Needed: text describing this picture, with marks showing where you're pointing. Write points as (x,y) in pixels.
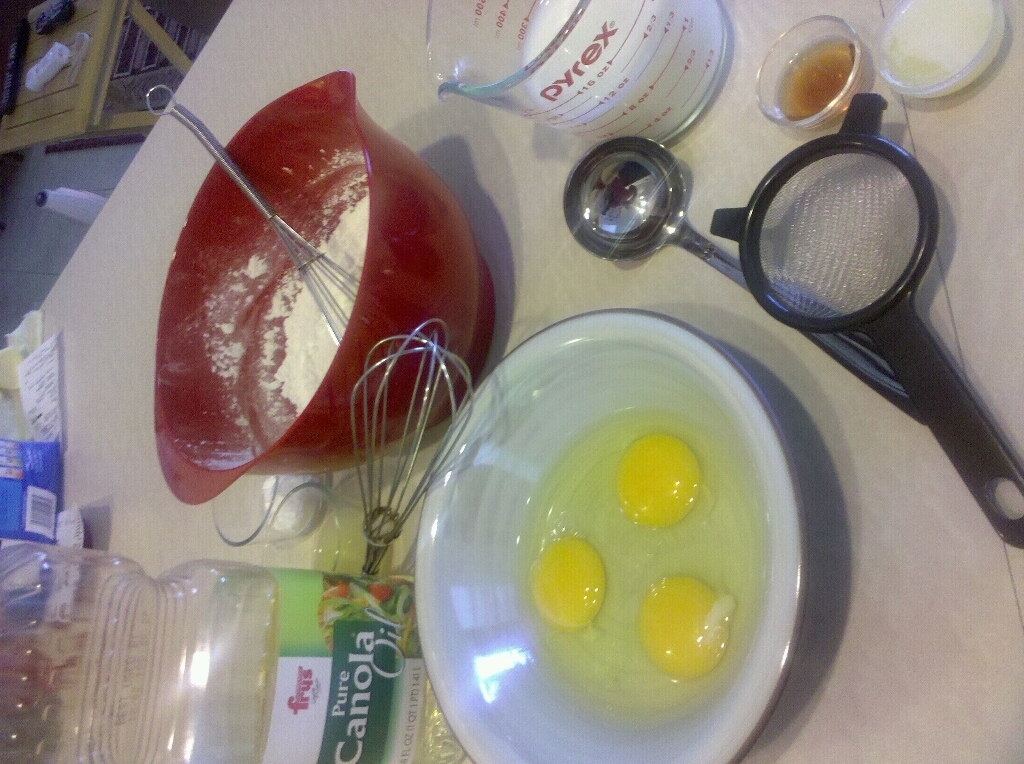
In this image there is a table (885,464) and we can see bowls (404,298), whisks (407,439), jug (624,129), ladle (659,221), sieve (799,286), bottle (395,638), paper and some objects (26,490) placed on the table (883,446). We can see flour (296,385) and raw eggs (612,593). In the background (56,103) there is a stand (61,85) and we can see things (52,57) placed on the stand (94,63).
